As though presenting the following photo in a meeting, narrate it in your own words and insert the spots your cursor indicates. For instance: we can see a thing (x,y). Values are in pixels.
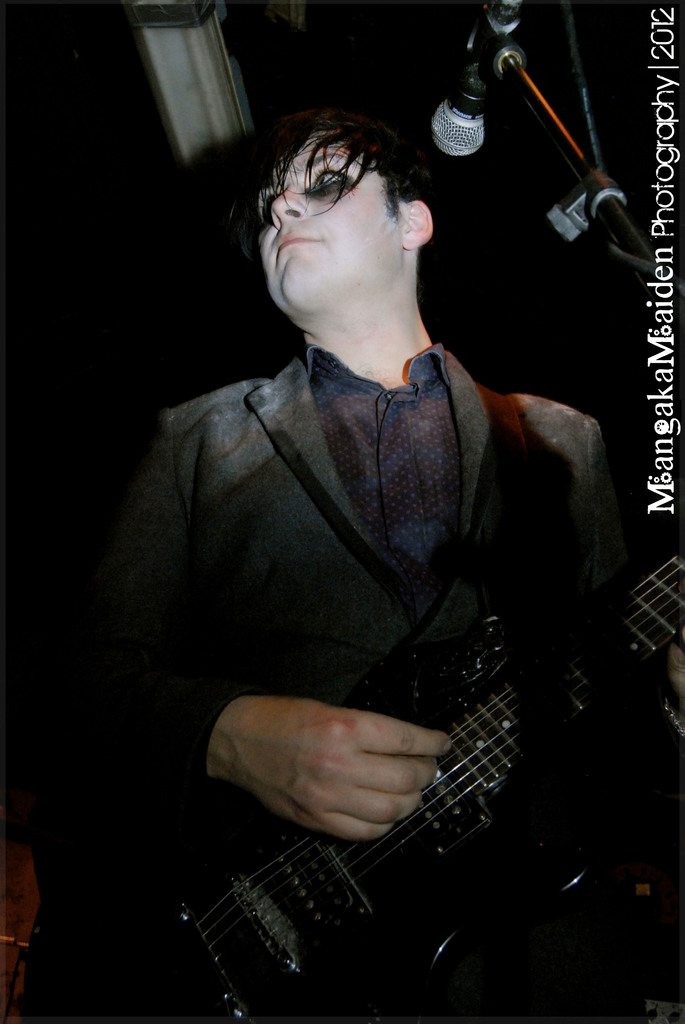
The picture looks like a page inside a magazine in the image a man (348,459) wearing black coat (491,530) is playing the guitar (462,712) there is a mic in front of him, the background (334,88) is completely dark.
